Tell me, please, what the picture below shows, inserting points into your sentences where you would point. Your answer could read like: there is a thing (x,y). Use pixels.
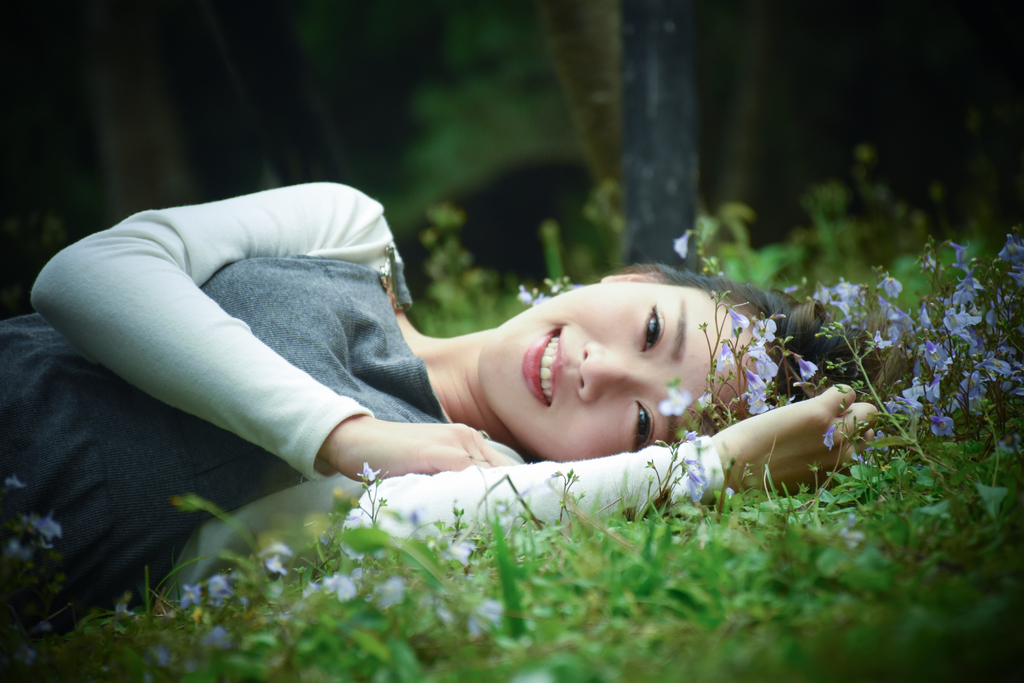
In the picture I can see a woman (415,503) is lying on the ground (641,536) and smiling. Here I can see the grass (809,523) and flowers (830,438). The background of the image (608,134) is blurred.
